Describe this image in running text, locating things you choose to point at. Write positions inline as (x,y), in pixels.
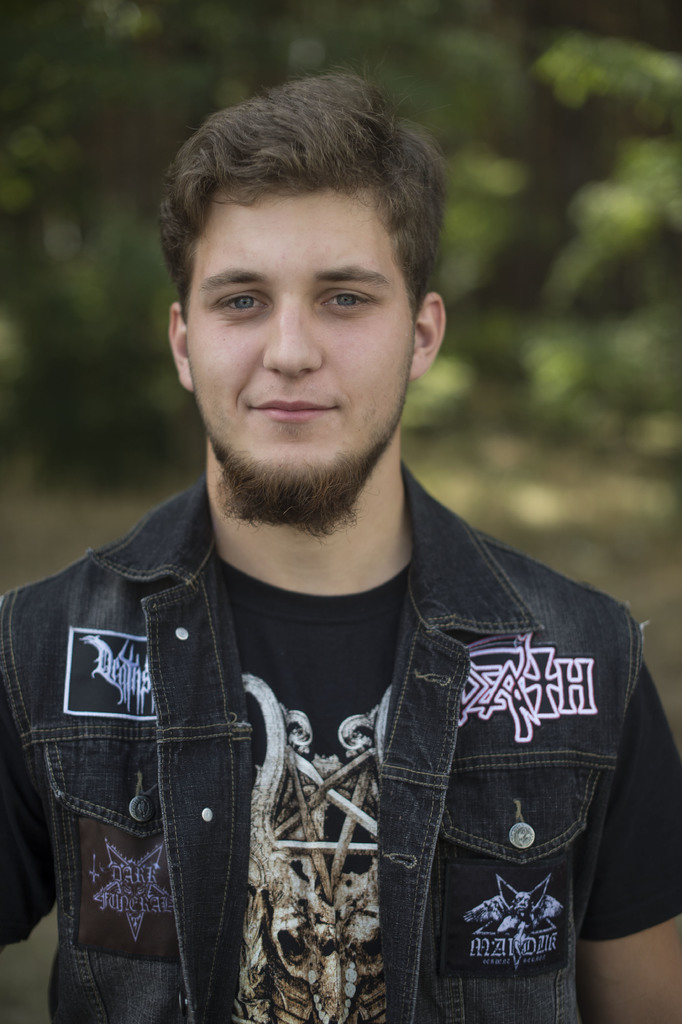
In this image we can see a person (642,749) in the foreground (316,971) and he is looking at someone and having brown hair (298,193) and the background (573,166) is blurred.
